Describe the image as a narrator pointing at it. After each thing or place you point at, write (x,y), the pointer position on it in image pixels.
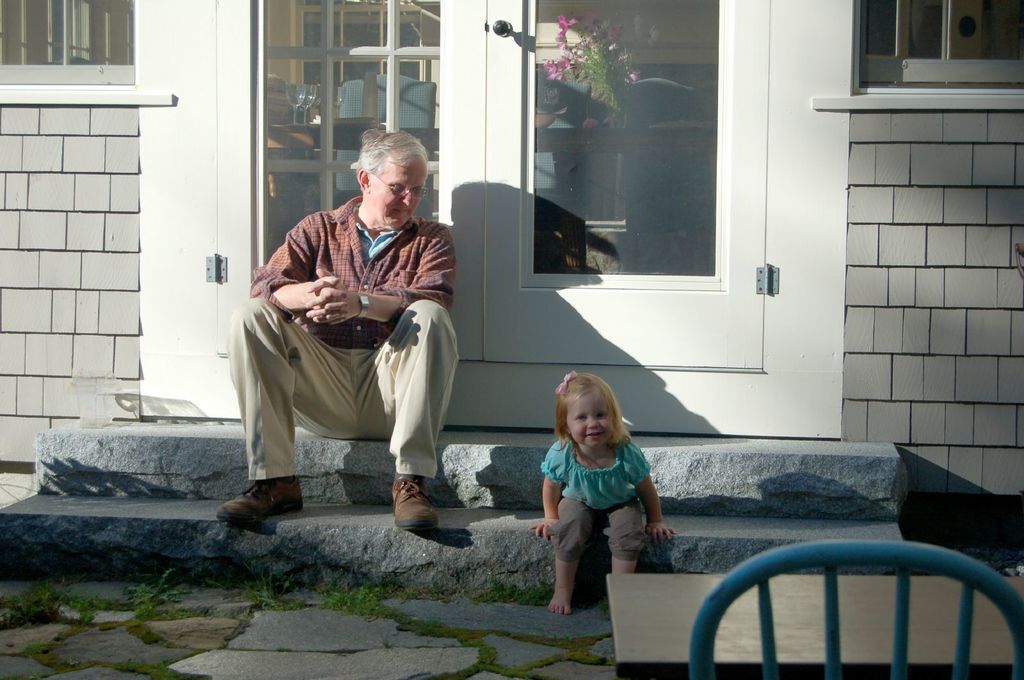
In this image, I can see an old man (403,431) and a baby girl (605,534) sitting on the stairs (487,493). This is a door (531,153) with a door handle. At the bottom of the image (676,593), I can see a table (658,620) and a chair (709,615). I think these are the windows (72,80). I can see a table (337,128), chairs (353,99), flowers (582,88), wine glasses (315,105) and few other things (597,126) through the door (583,141).
